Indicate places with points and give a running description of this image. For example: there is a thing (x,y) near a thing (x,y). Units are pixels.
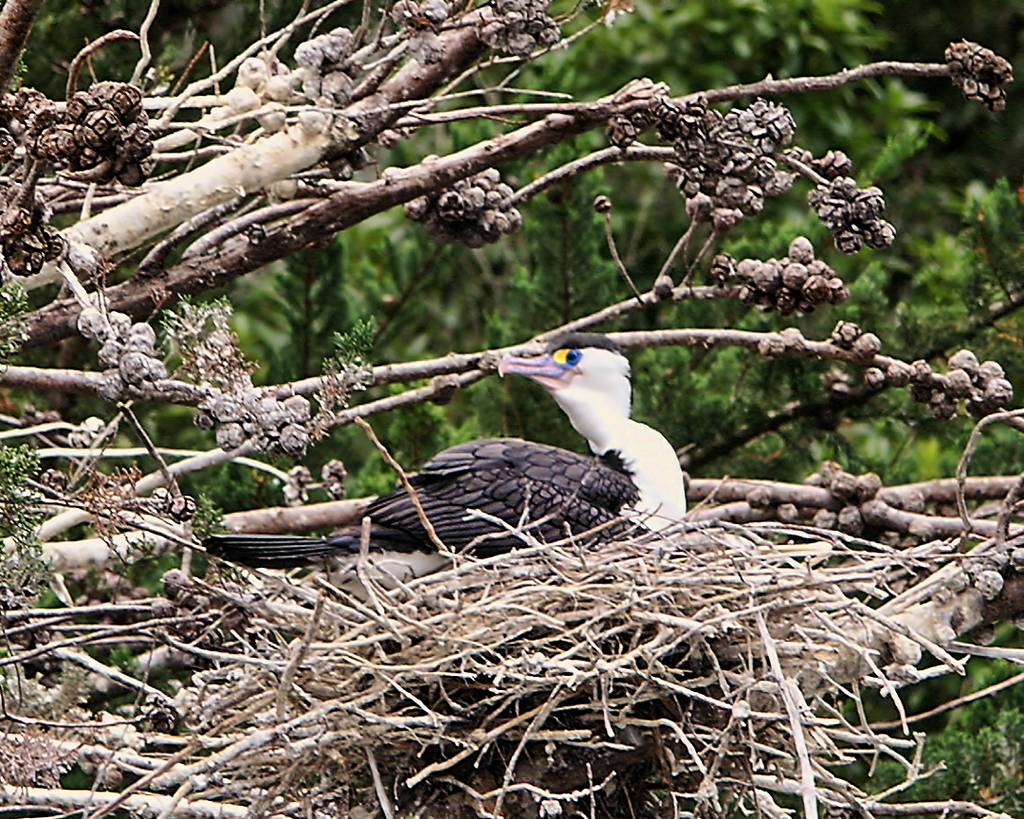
In this picture there is a nest (464,685) on the tree (70,263) and there is a bird (521,445) on the nest (518,629). At the back (938,277) there are trees (1001,183).
